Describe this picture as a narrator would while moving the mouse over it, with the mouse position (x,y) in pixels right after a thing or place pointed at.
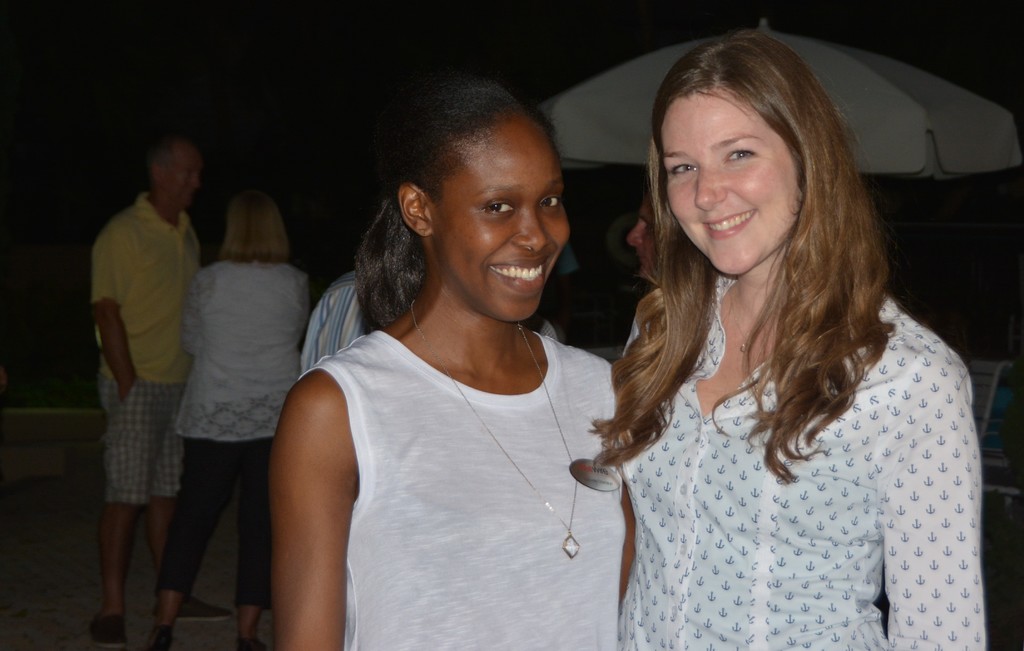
In this image we can see there are a few people (474,384) standing on the ground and there is a chair (979,384) and umbrella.
